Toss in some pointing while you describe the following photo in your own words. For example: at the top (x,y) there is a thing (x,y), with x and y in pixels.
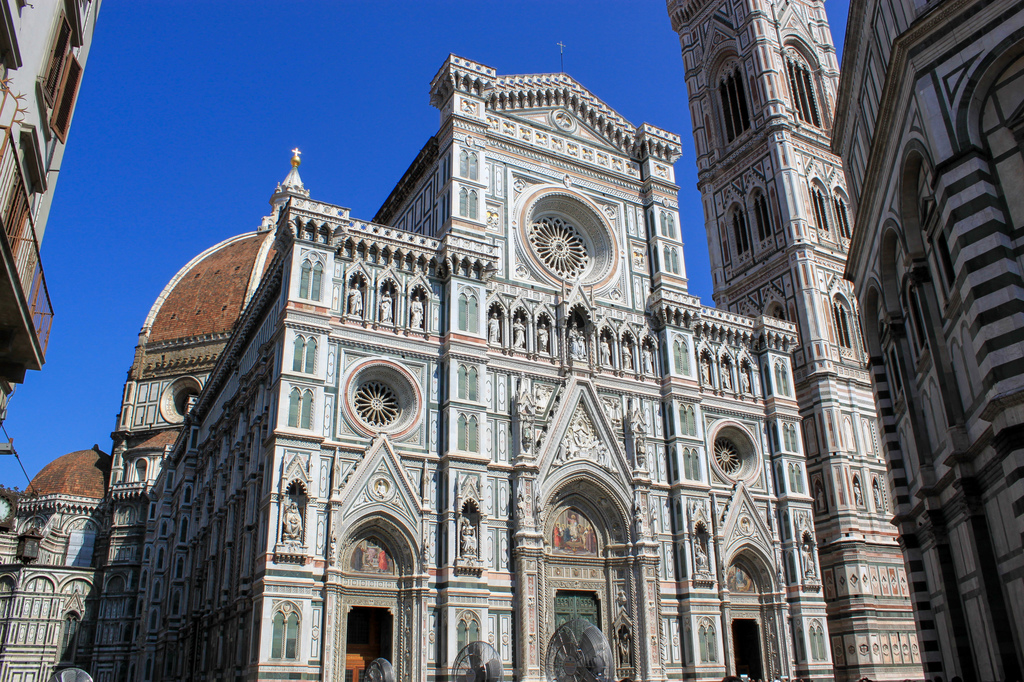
This image consists of buildings (525,518) along with windows (369,387). At the top (198,102), there is sky (246,113) in blue color.
